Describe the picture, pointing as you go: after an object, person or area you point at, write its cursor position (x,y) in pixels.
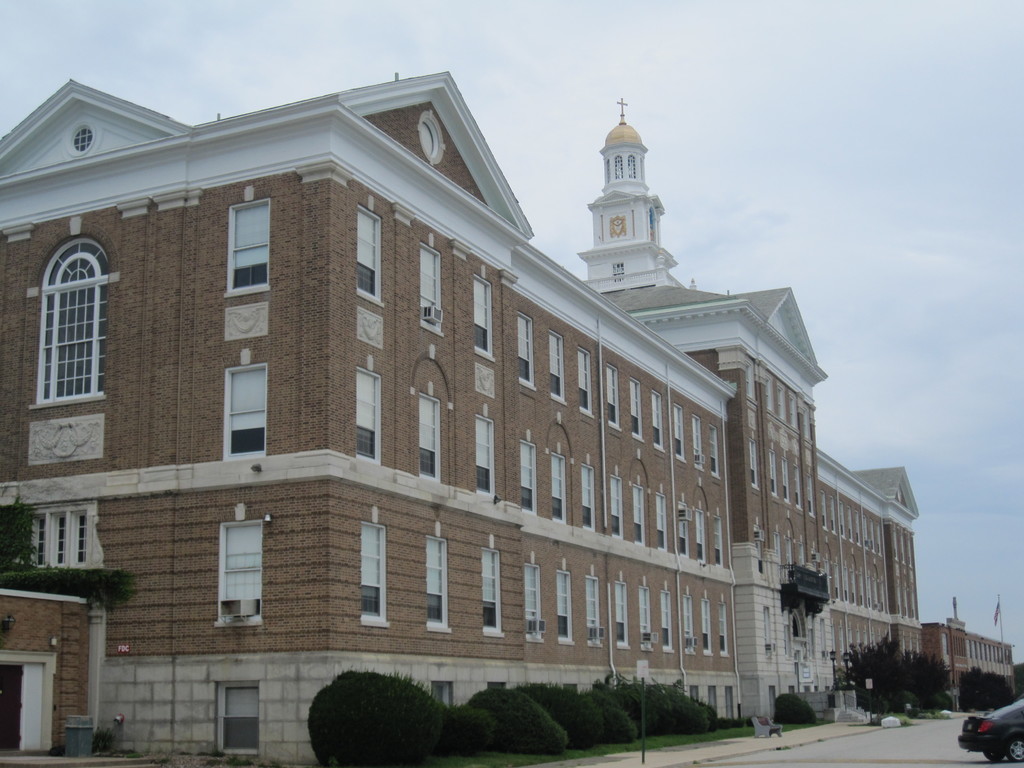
In the center of the image (502,273) there is a building (125,681). There are plants (330,705). There is road (917,739). There is car (967,733). At the top of the image (793,85) there is sky (616,45).
